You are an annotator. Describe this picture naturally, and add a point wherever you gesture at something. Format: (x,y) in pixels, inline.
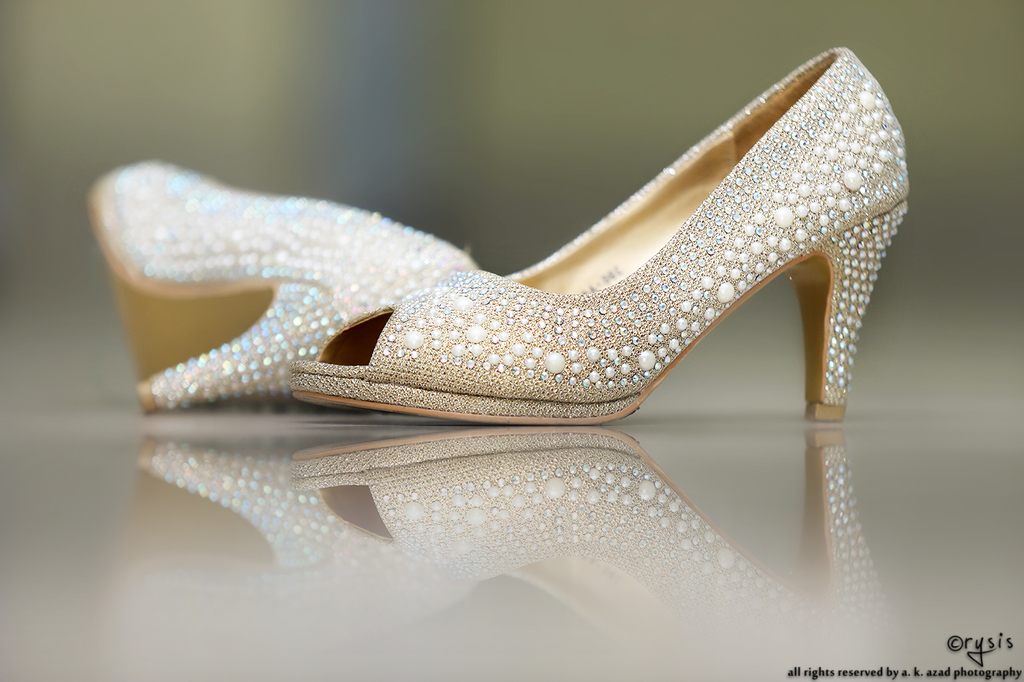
In this image we can see a ladies footwear (648,261), It is in a golden color.
